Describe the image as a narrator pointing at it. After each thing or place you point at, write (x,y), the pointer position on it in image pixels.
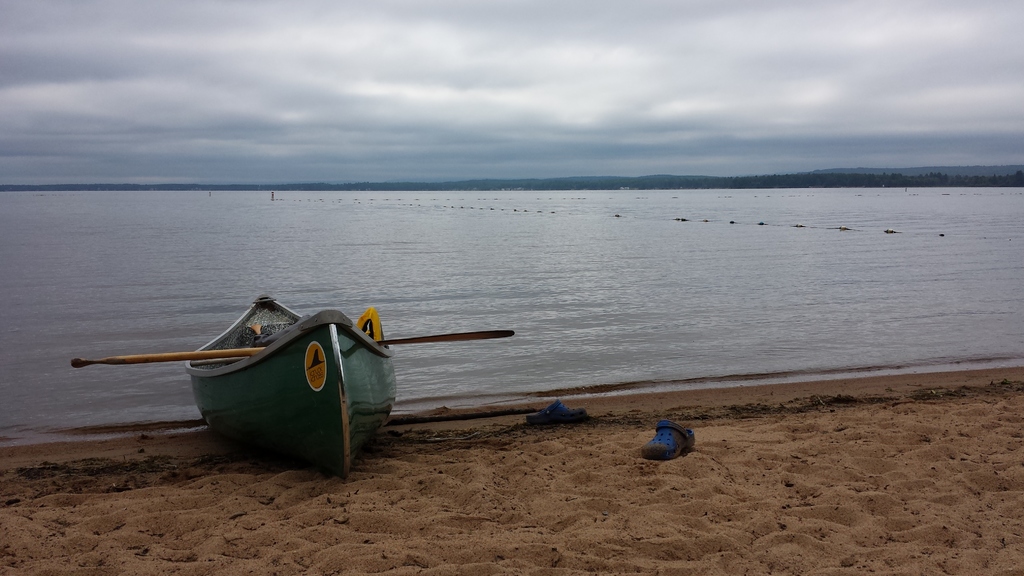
In the foreground of this image (558,518), there is sand (712,496), chappals (548,407) and a boat (353,366). In the background (472,214), there is water (550,233), greenery (836,180) and the sky (529,112).
